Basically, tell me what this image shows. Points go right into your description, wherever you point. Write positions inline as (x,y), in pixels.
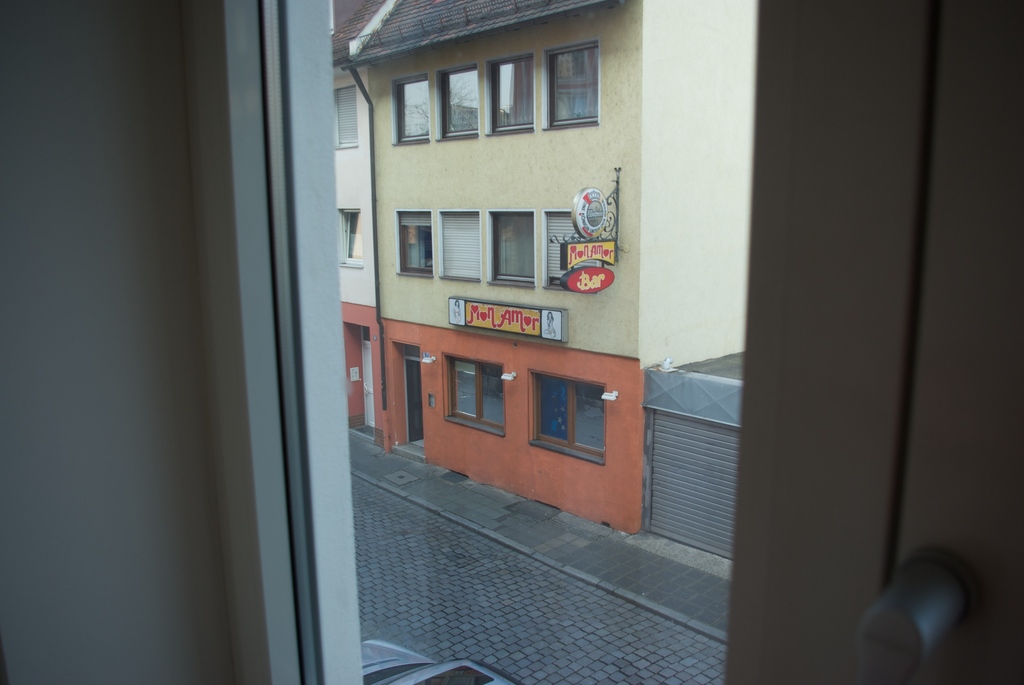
This picture is taken from a glass (533,611) I can see buildings (474,334) and couple of boards (518,322) with text (475,309) and a car (431,679).
